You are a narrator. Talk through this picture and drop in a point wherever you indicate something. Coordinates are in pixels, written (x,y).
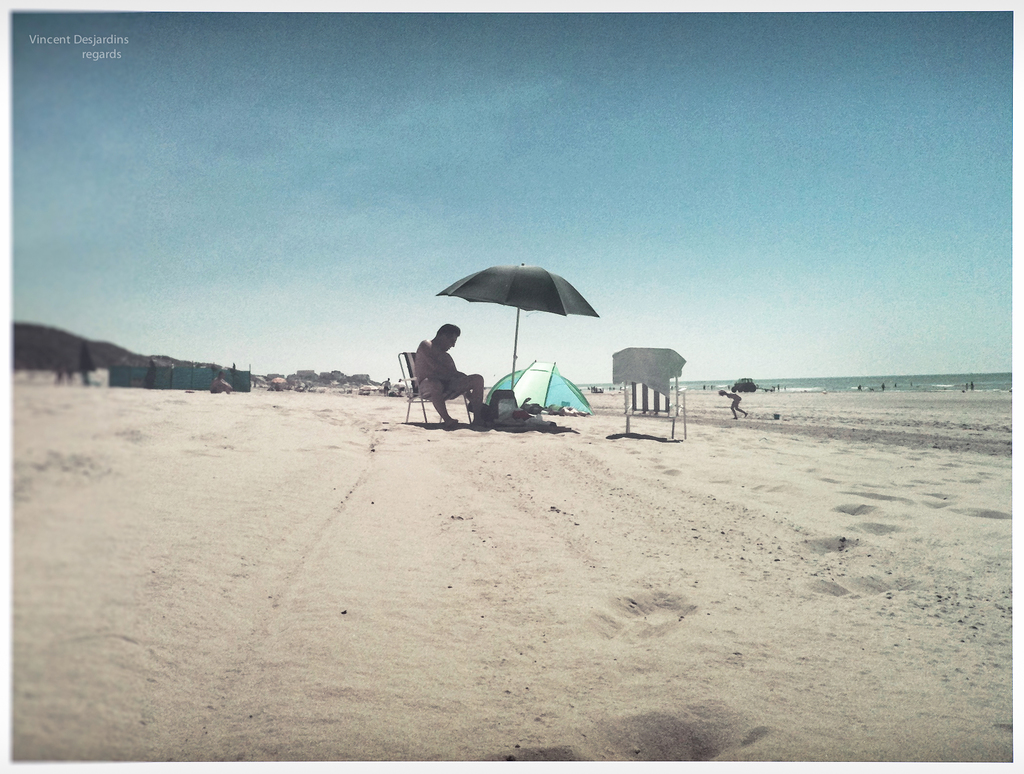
In this image, I can see a person (421,384) sitting on a chair (427,417) and another person (739,416) standing. I can see an umbrella (503,299) with a pole (514,363), a tent (517,397), empty chair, a vehicle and few other objects (546,413) on the sand (548,461). On the left side of the image (41,341), there is a hill (101,367). On the right side of the image (977,391), I can see the sea (933,382). In the background (355,314) there is the sky (576,201). In the top left corner of the image (29,35), I can see a watermark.
